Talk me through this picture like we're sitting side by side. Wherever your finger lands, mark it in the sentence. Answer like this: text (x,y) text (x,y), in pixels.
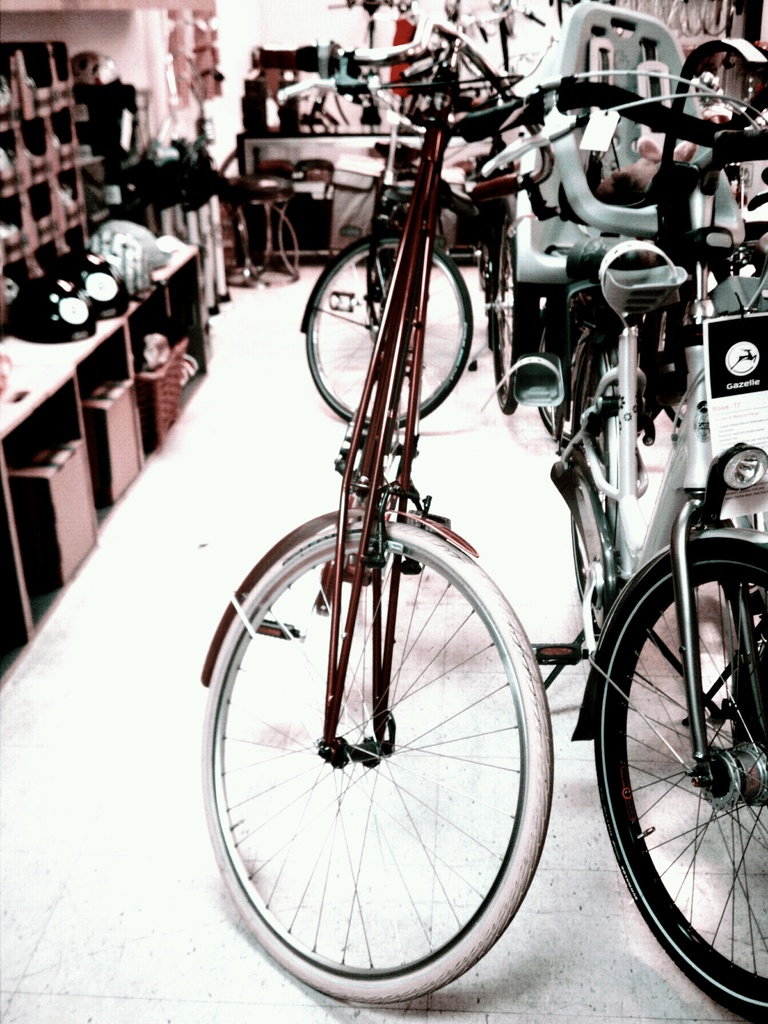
On the right side (682,674), there are bicycles (752,833) parked on the floor (238,520). On the left side (68,532), there are boxes (69,521) and other objects (17,329) arranged on the shelves (193,347). In the background (244,159), there is white wall (284,4) and there are other objects (361,140).
